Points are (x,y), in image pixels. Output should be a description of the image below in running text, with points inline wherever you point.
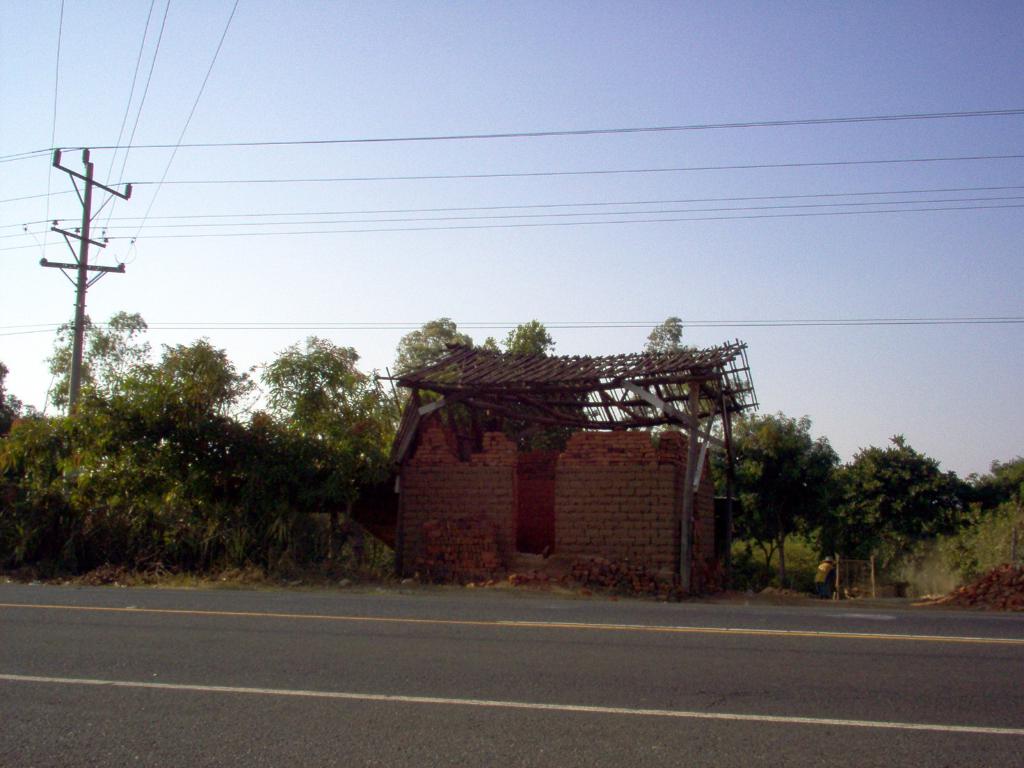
At the bottom (861,741) it is a road (870,738) and there is a brick wall (641,491). On the left side (256,454) there are trees (335,451). At the top (575,90) it is the sky (543,109).
